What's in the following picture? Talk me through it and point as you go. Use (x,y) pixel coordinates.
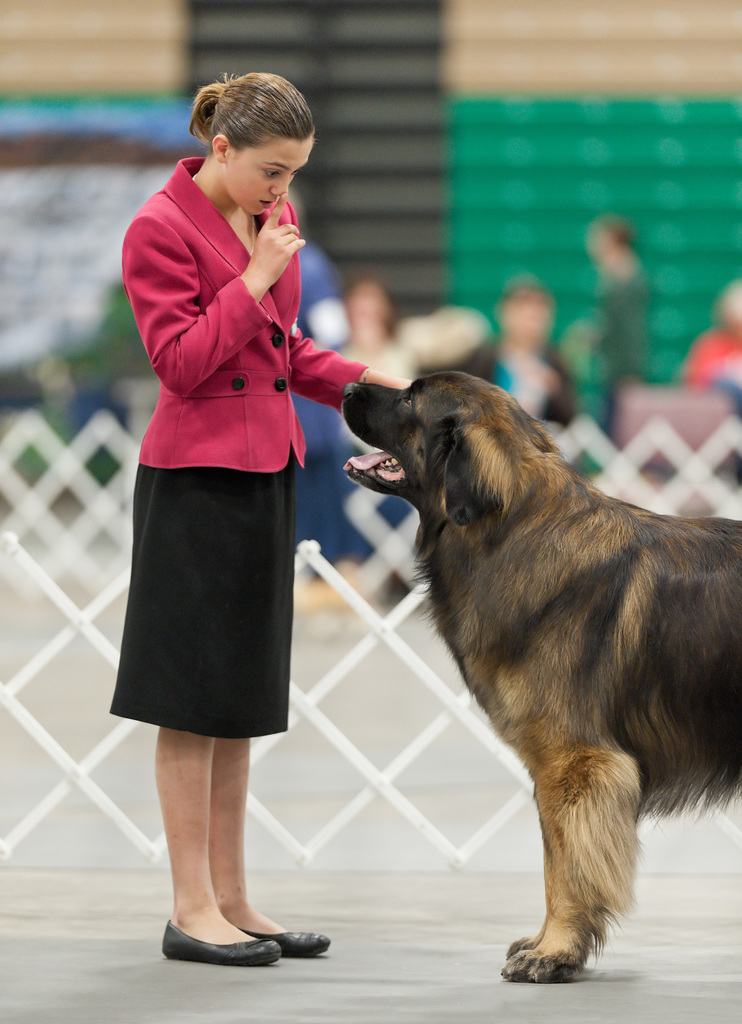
In this picture we can see a woman (241,407) standing in front of a dog (509,564) and showing some gesture to the dog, in the background (524,347) we can see some group of people (370,310) sitting. The women (313,379) wore red color top (234,341) and black color shoe (179,955).
